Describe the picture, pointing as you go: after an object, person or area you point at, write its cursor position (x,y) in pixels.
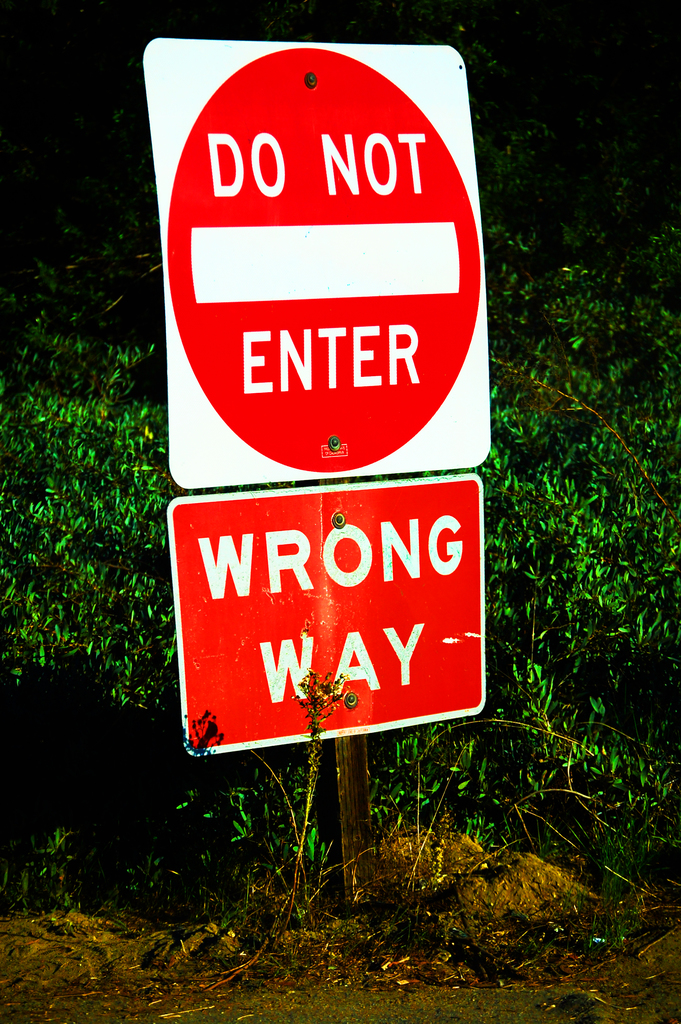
In this picture there is a sign board (315,386). At the back (657,438) we can see the green plants (657,438). At the bottom (554,948) we can see grass (331,930) and ground (97,944).
